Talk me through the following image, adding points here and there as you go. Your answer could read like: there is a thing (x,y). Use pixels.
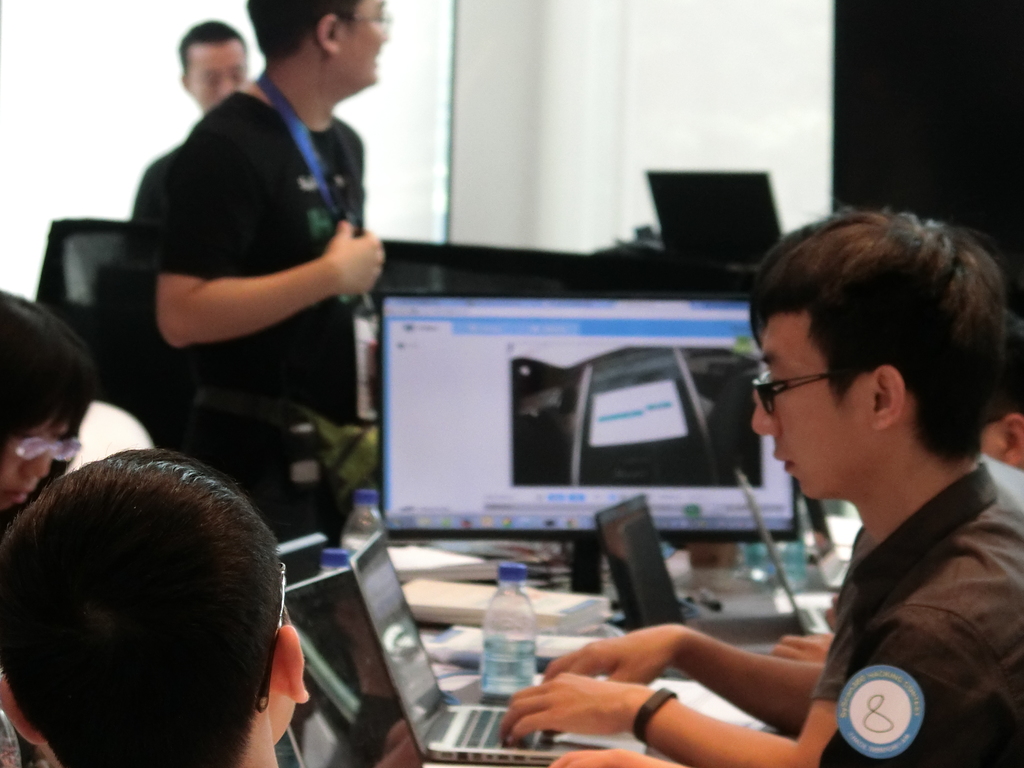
In this image there are a few people (51,333). In the foreground (58,492) there are people (854,766) sitting. In front of them there is a table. On the table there are laptops (333,577), water bottles (514,645), books (455,593) and a computer (503,474). Behind the computer (404,346) there are two men (229,162) standing. In the background (563,73) there are chairs (59,267) and a wall (495,131).
